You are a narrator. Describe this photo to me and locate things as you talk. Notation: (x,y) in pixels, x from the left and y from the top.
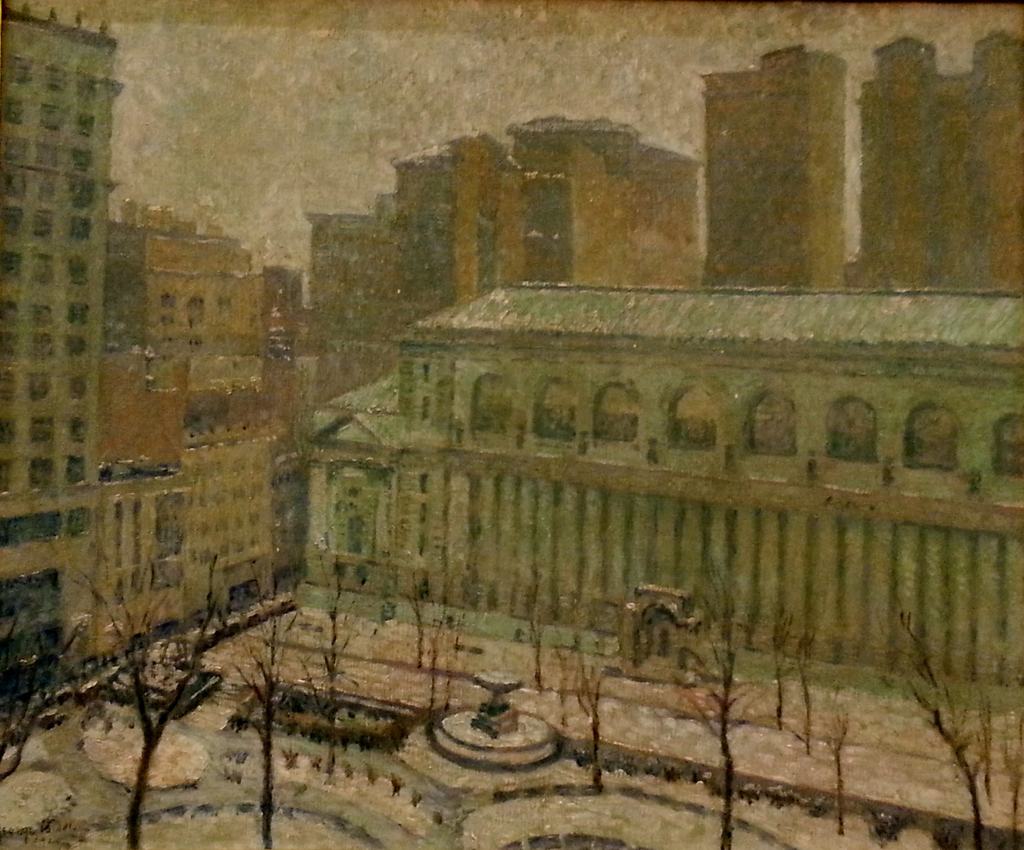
In this image we can see a painting (526,569). In the painting (587,513) we can see a group of buildings (492,296). At the top (391,99) we can see the sky (298,175). In front of the buildings (129,294) we can see the trees (597,737).
